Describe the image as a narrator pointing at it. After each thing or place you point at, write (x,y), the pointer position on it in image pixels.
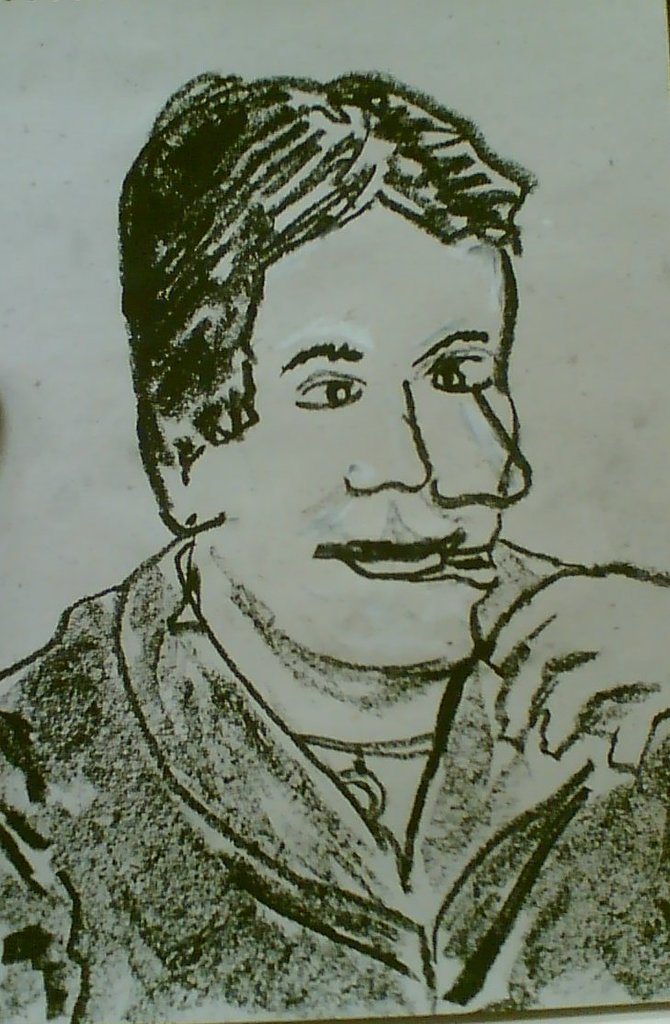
In this picture I can see the drawing (443,539) of a person (386,542).
